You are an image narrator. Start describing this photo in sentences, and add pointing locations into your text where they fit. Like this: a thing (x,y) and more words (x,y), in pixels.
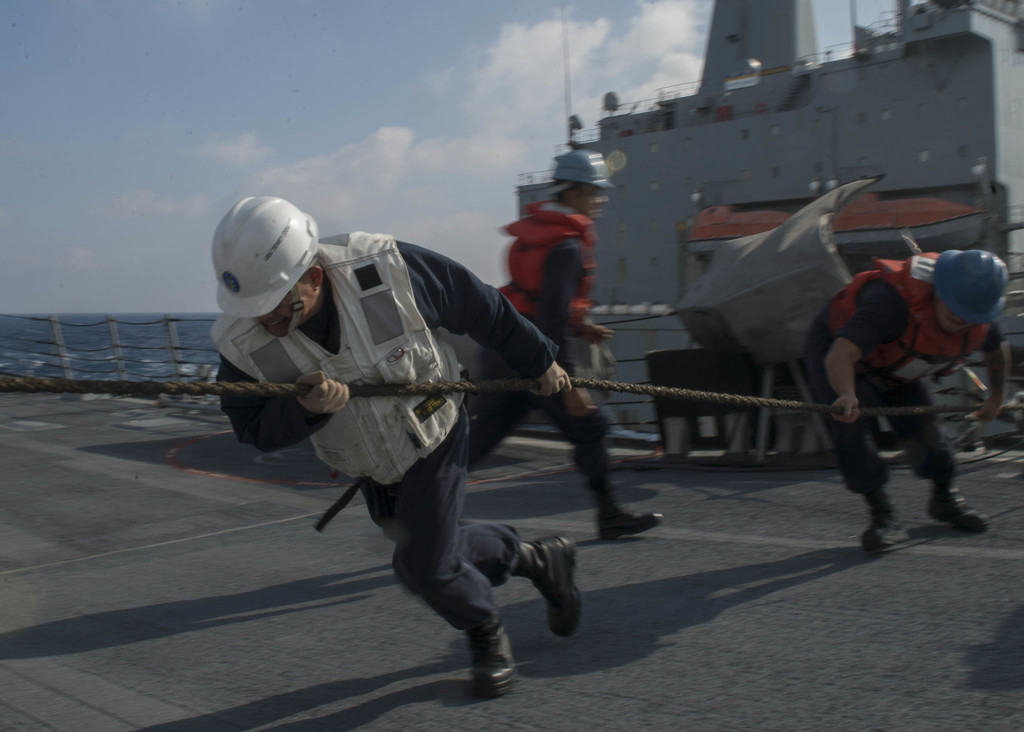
In this picture we can see a ship (174,473), in the background (125,330) there is water (151,331), we can see two persons (885,372) are holding a rope (914,408) and a person (577,291) is walking, these three persons (872,363) wore helmets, shoes (878,505) and life jackets (517,259), there is the sky (337,67) and clouds (472,108) at the top of the picture (459,88).
